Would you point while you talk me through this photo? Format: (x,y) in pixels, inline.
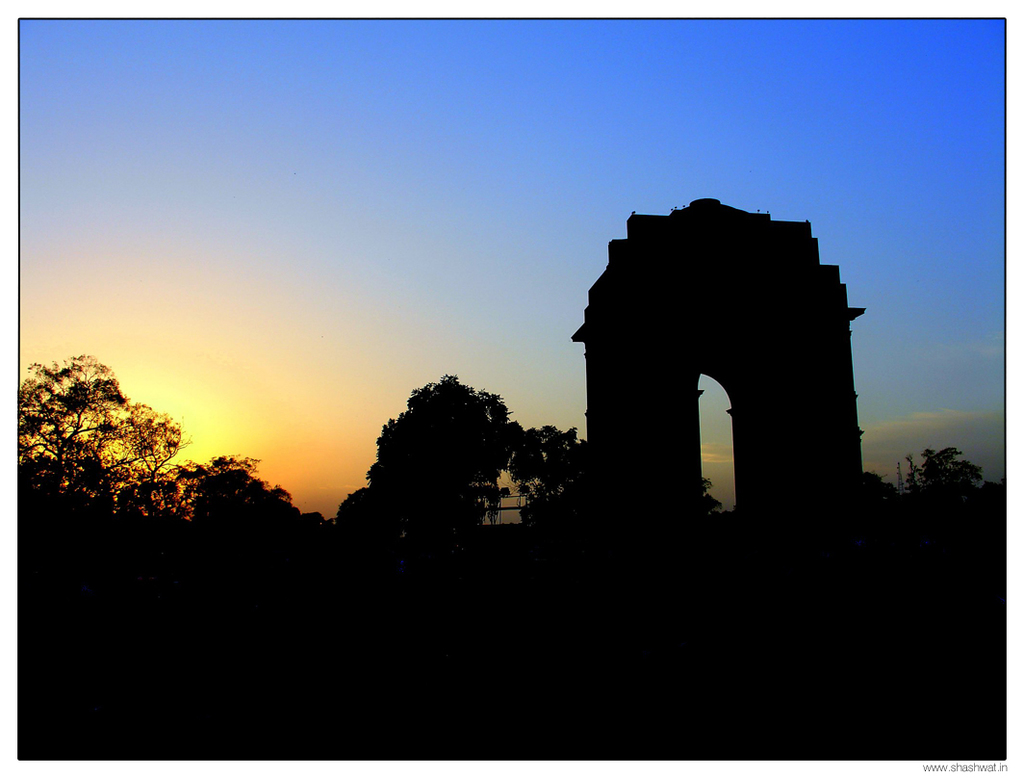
Here at the bottom (299,649) the image is not visible. In the background (50,518) there are trees (514,466), arch (667,454) on the right side (730,447) and clouds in the sky (408,151).
